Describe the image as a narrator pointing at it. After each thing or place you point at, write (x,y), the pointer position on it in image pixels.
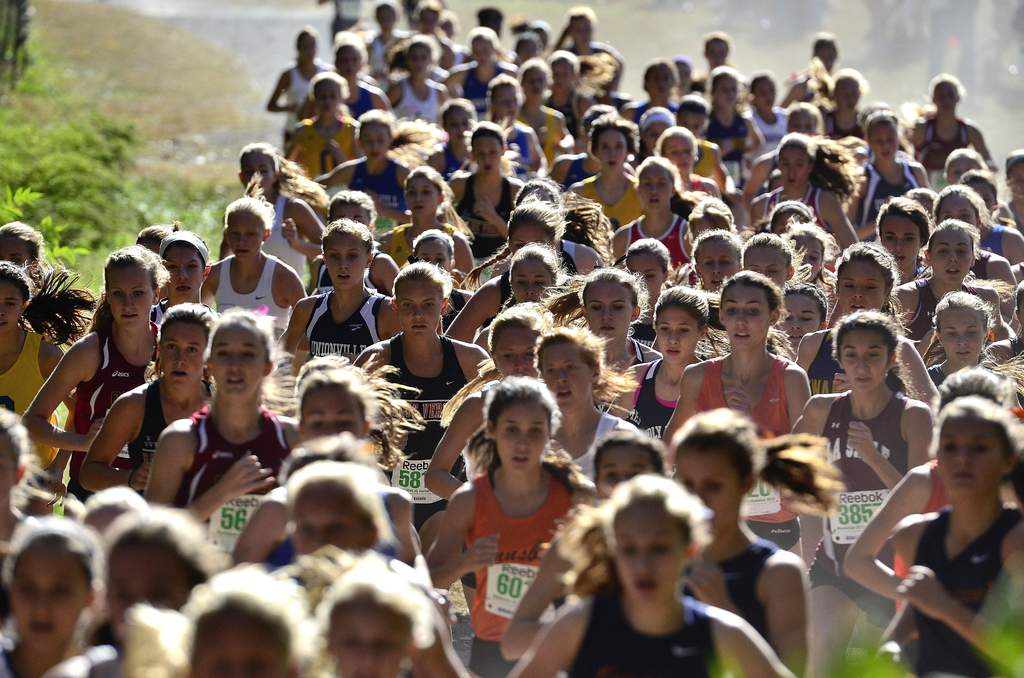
In the center of the image (360,346) we can see a group of people (702,450) are running and they are in different color t shirts (652,340). And we can see the banners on their t shirts (379,200). In the background (103,251) we can see plants (61,131), grass (155,64), road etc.
